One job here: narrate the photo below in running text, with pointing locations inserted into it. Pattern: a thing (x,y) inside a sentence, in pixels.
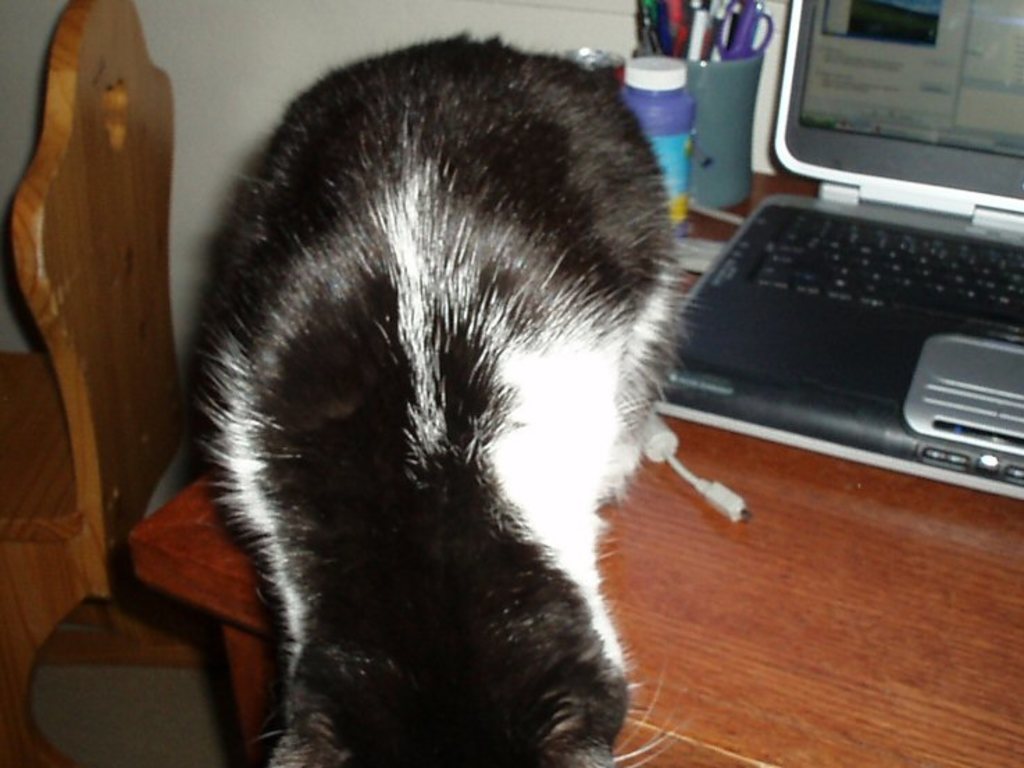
In this picture we can see a table (741,695) and a chair (129,350) in the front (156,379), we can see a laptop (908,331), a pen stand (731,142), a bottle (681,134), a wire (690,480) and a cat (474,610) present on the table (633,620), we can see some pens (697,16), scissors (735,47) present in the pen stand (730,60), in the background (268,40) there is a wall (357,48).
